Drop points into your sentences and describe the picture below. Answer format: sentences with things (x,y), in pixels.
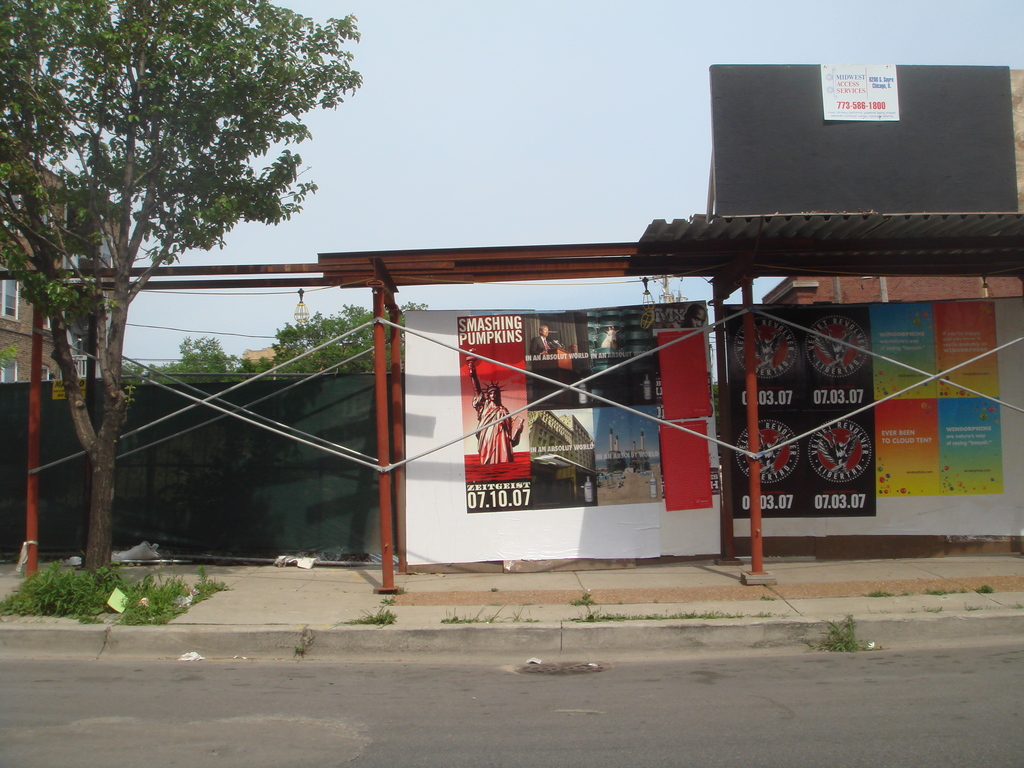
Under this open shed (617,253) there are hoardings (747,466). Left side of the image (20,245) there are trees (32,295) and building (51,350) with windows (46,370).
